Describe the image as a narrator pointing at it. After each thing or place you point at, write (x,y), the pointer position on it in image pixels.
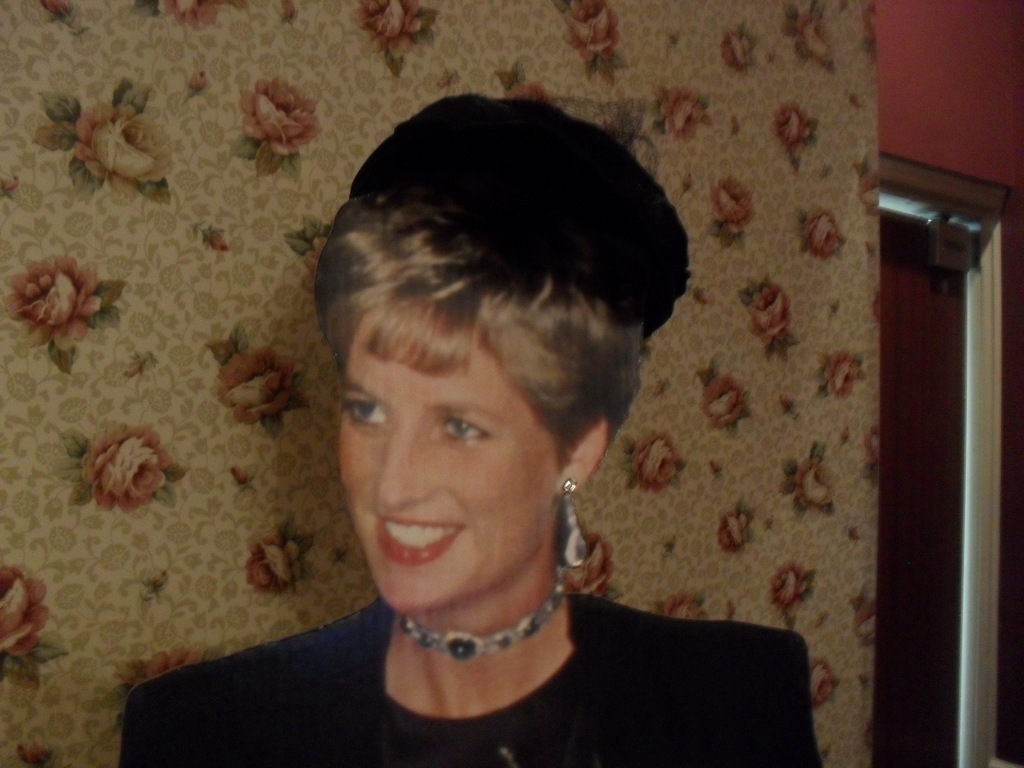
This woman (439,424) is highlighted in this picture. She wore black cap (577,191), chain (509,628) and black jacket (348,660). Far there is a door (918,456) in brown color. The wall (822,366) is designed with flowers (140,443).
